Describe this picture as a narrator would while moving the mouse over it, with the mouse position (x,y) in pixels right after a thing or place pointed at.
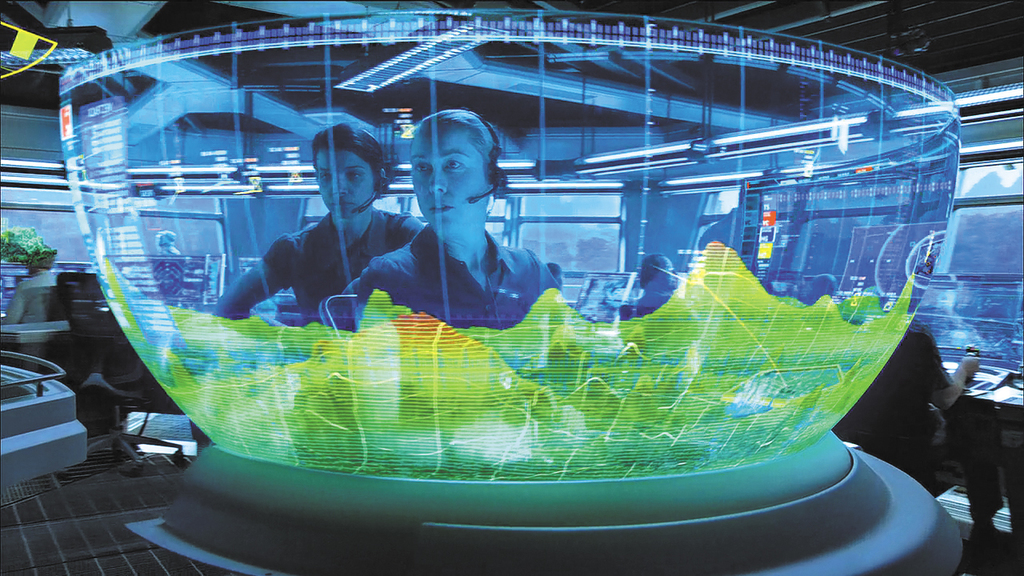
In this image I can see a group of people (931,412), chairs (104,311), houseplant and tables (46,324) on the floor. At the top (208,25) I can see a rooftop (208,17). This image is taken may be in a hall (389,428).
